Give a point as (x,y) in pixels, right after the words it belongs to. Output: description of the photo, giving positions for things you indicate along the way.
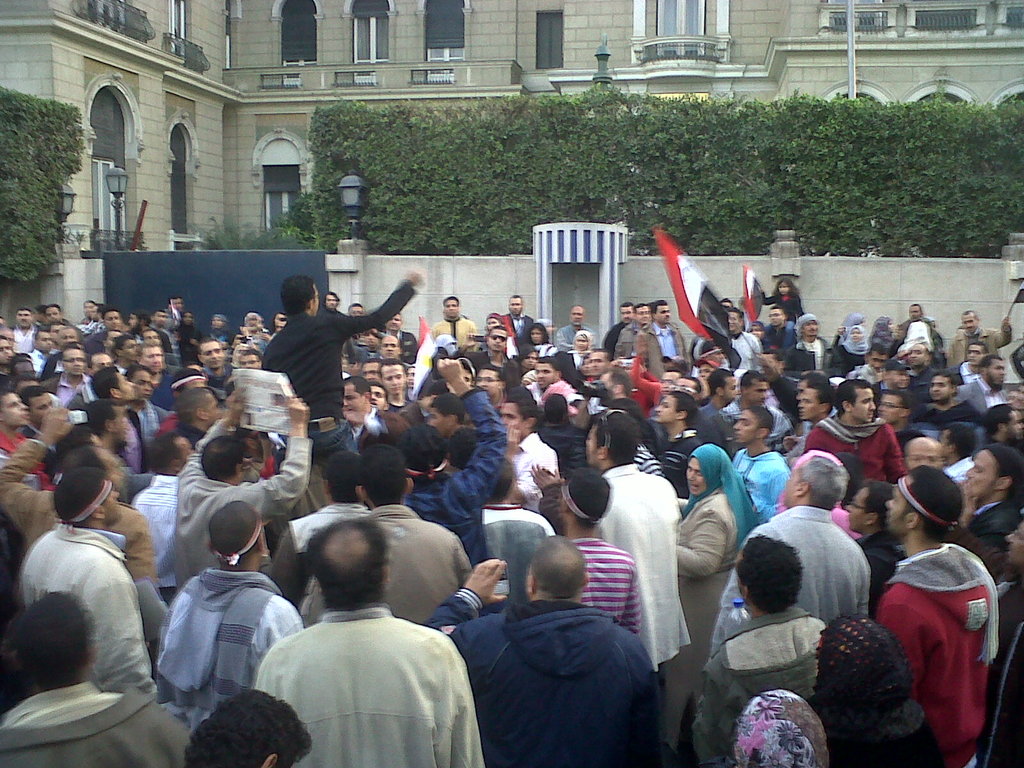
In this picture, we see people (529,588) are standing on the road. The man (790,390) in black jacket (784,382) is holding a flag (717,315) which is in white, red and black color. The girl (785,305) in black jacket (772,300) is also holding a same color flag (749,314). The man (190,537) in grey T-shirt (278,480) is holding a newspaper (253,418) in his hand (298,416). In front of him, we see a man (281,331) in black T-shirt (298,382) is standing. Behind them, we see a wall (451,285) and gate (277,258). There are street lights (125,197), shrubs (527,186) and buildings (299,64) in the background (346,148).
